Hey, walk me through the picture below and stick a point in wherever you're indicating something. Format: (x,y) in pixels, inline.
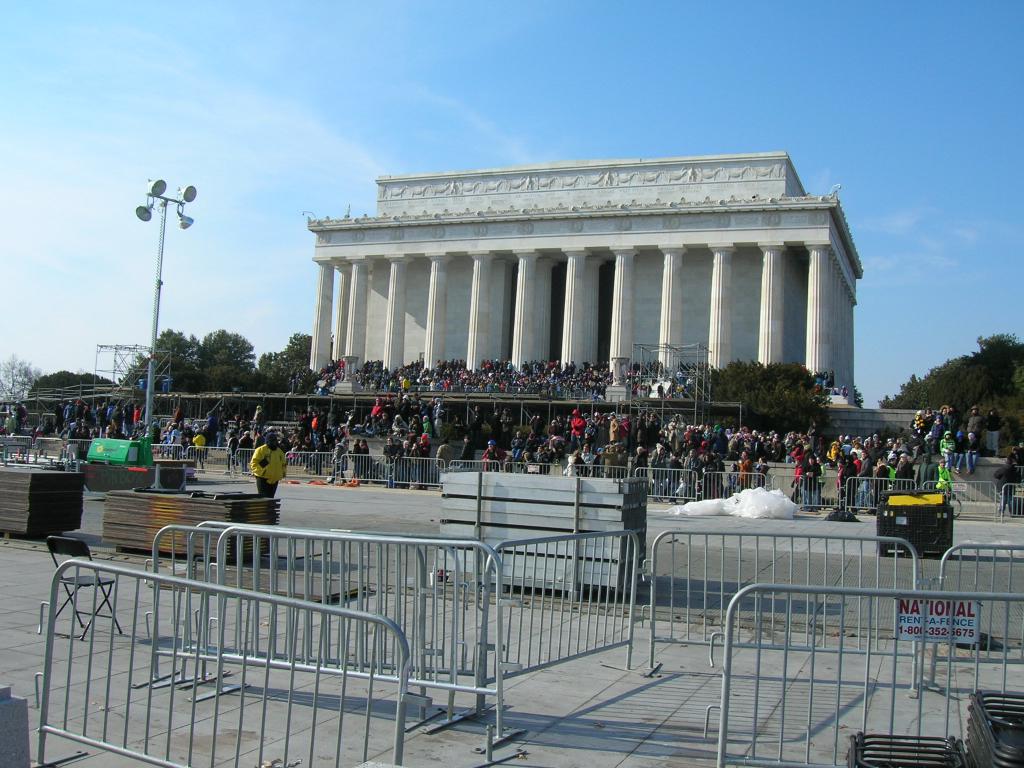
In the foreground of the image (351,652) we can see iron rods (320,652) which are used to keep as obstacles. In the middle of the image (494,346) we can see building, crowd (918,410), trees (933,400) and some lights (145,210). On the top (146,253), of the image we can see the sky (83,263).
